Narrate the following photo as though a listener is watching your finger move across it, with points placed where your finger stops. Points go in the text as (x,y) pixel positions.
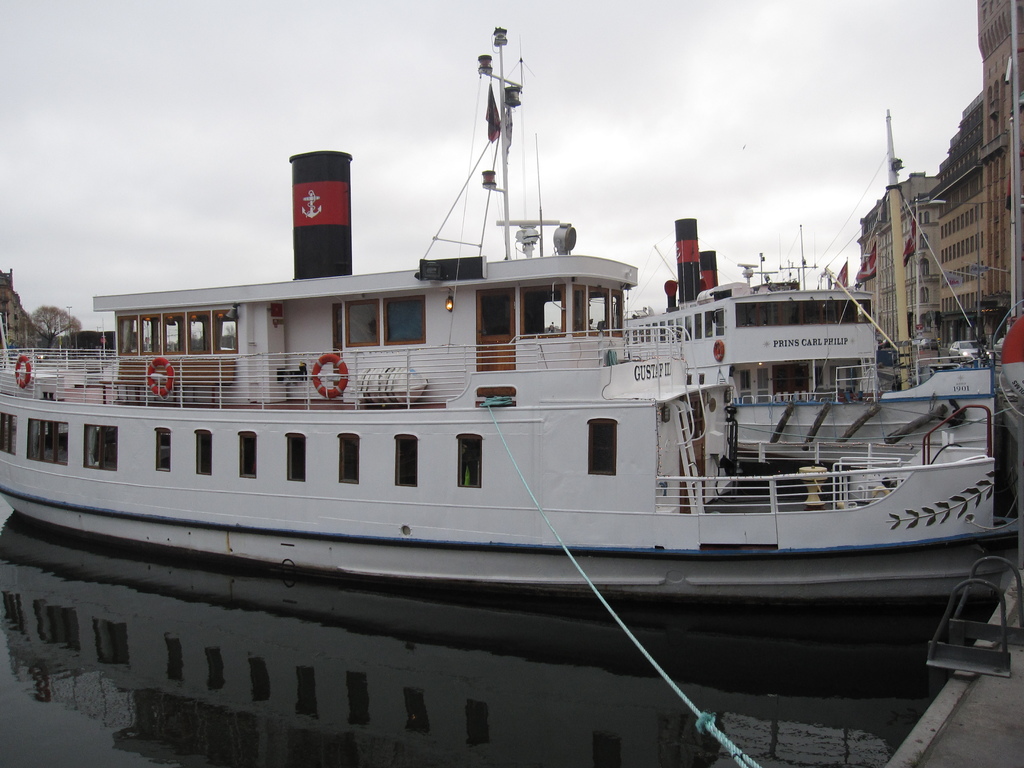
In the center of the image (579,427) we can see ships (623,420) on the water (386,604). On the front ship (658,510), we can see life saviors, fences (357,388) and a few other objects (554,321). On the right side of the image (968,668), we can see swimming pool handle (992,625). In the background (697,91), we can see the sky (582,62), clouds (615,115), buildings (976,325), poles (1014,300), wires (851,242), flags (843,271), one vehicle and a few other objects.
